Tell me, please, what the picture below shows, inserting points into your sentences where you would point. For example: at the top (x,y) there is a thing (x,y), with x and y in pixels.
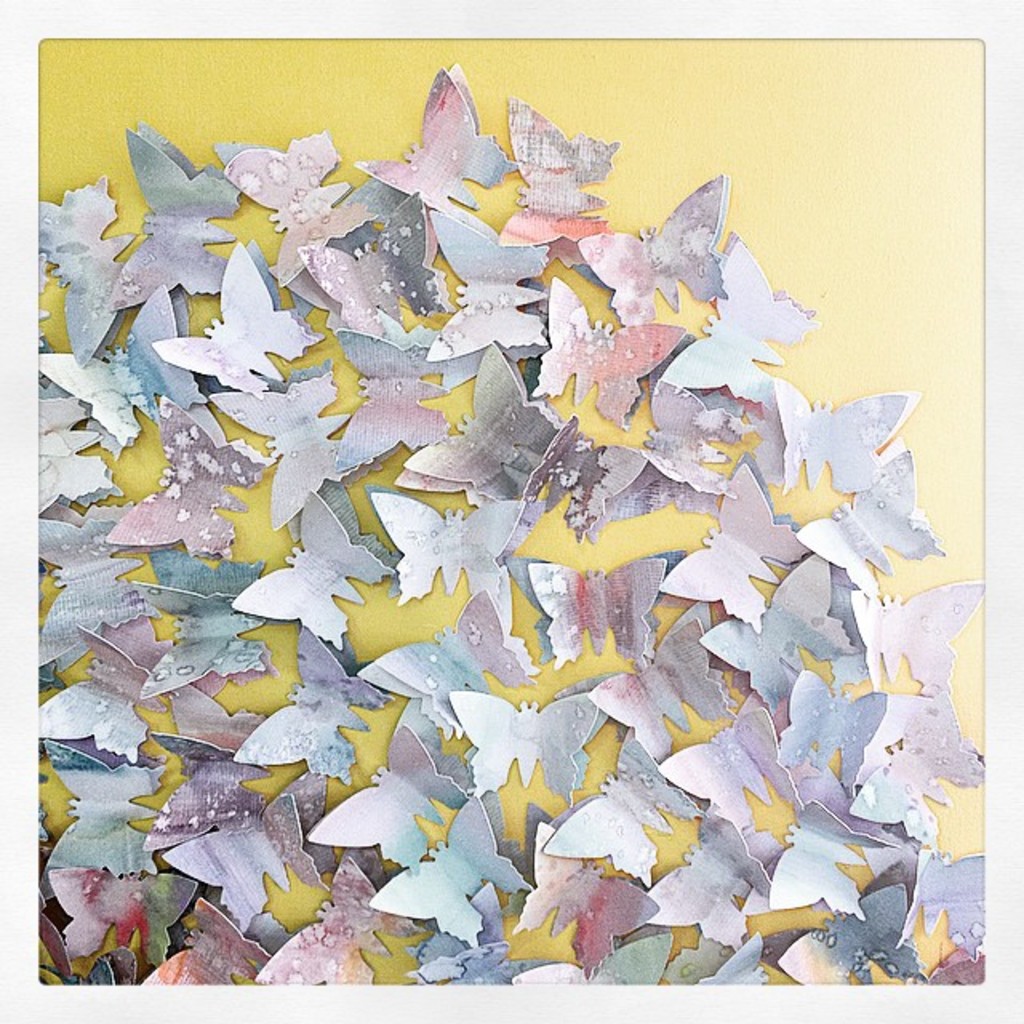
In this picture we can see a group of paper butterflies (359,468) and these are placed on a yellow background (727,145).
